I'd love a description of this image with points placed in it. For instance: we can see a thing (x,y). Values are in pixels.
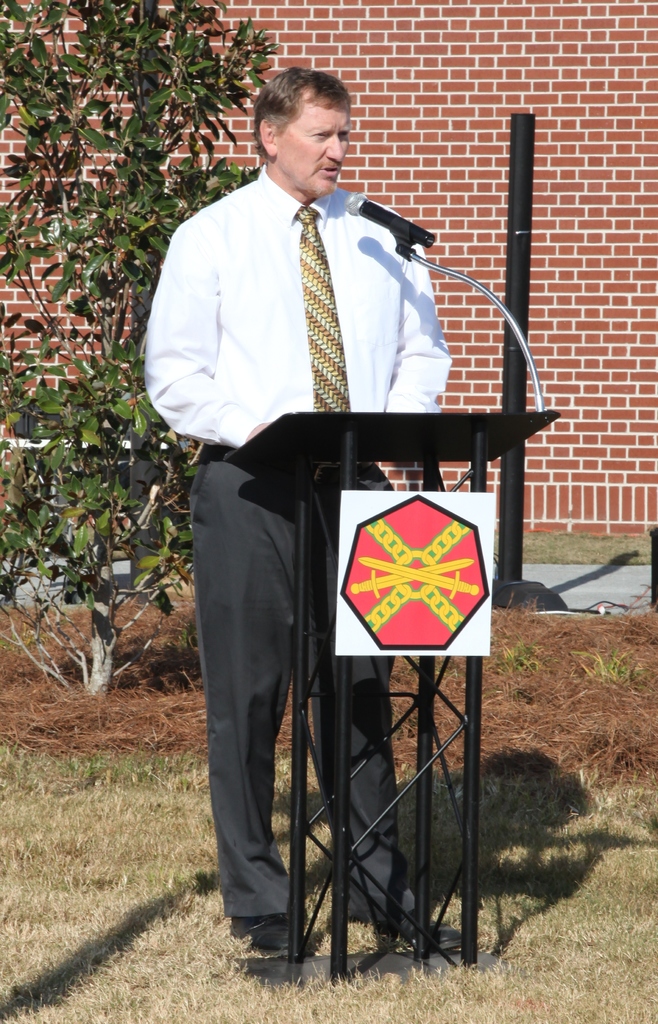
In this picture we can see the grass (446,1011), podium (387,433) with a board (389,577) on it, pole (526,330), tree (66,251), path (616,587), man (219,331) wore a tie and standing on the ground (312,951) and in the background (411,25) we can see the wall (439,111).
